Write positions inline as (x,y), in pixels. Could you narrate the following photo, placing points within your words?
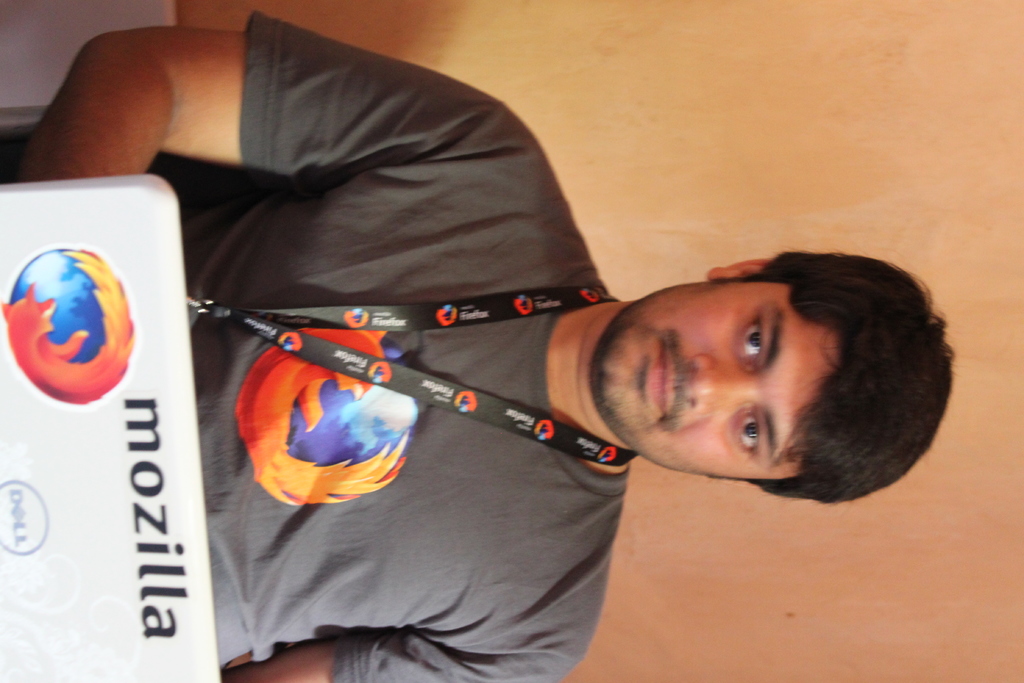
As we can see in the image there is a orange color wall (682,127) and a man (628,360) wearing grey color t shirt (396,424).
